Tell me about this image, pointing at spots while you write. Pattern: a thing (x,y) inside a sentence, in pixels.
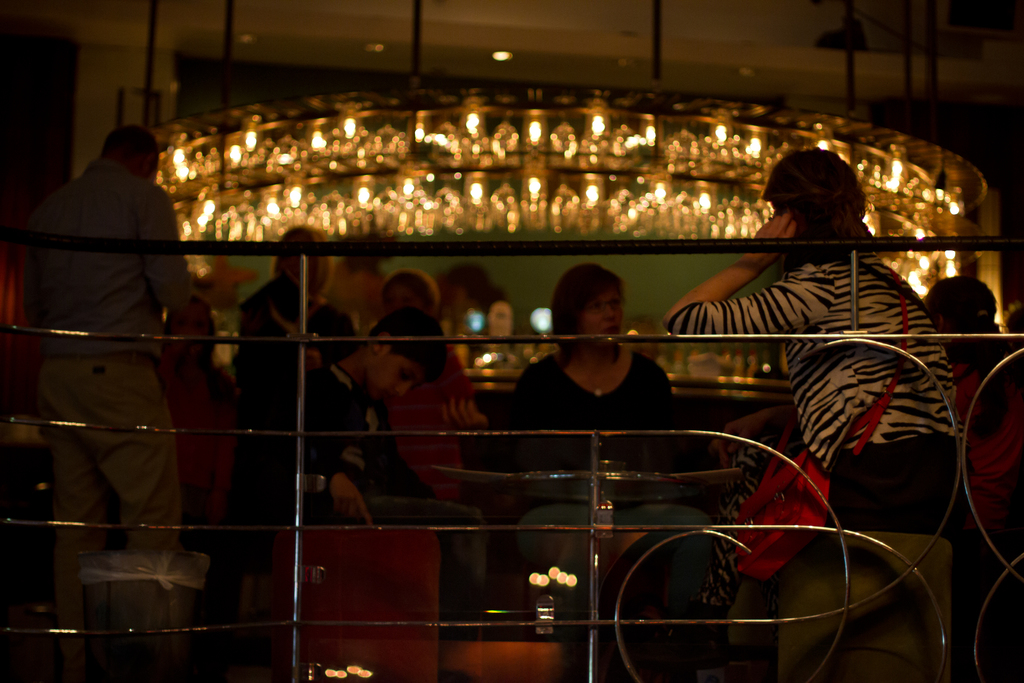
In the picture we can see a railing (594,672) and behind it we can see three people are sitting on the chairs (911,672) near the table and they are talking and behind them also we can see some people (42,270) are standing and beside them we can see a desk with some things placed on it and in the background (168,130) we can see full of lights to the wall (997,211).
